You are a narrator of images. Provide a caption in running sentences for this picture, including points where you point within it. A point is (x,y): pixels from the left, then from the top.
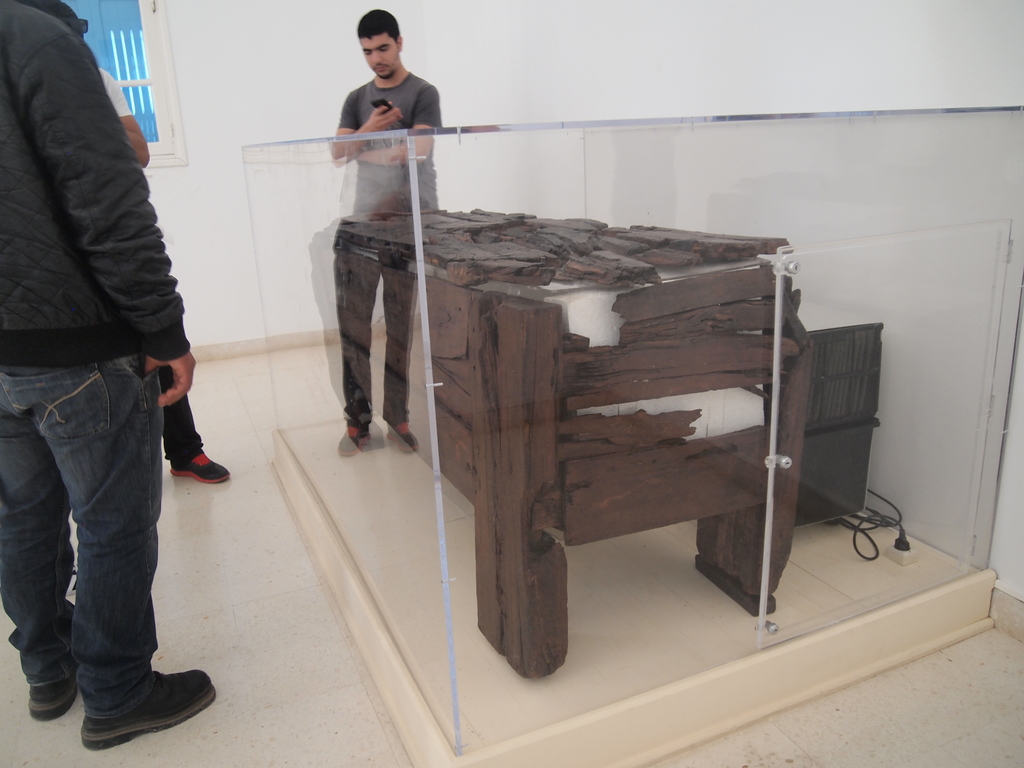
This picture is of inside the room (895,373). In the middle (582,267) there is a man (387,76) wearing t-shirt (402,111), holding mobile phone (384,112) and standing and there is a wooden table (636,349) and on the left (40,114) there are two persons (22,289) standing. In the background (226,32) we can see a wall (216,43) and a window (118,48).
